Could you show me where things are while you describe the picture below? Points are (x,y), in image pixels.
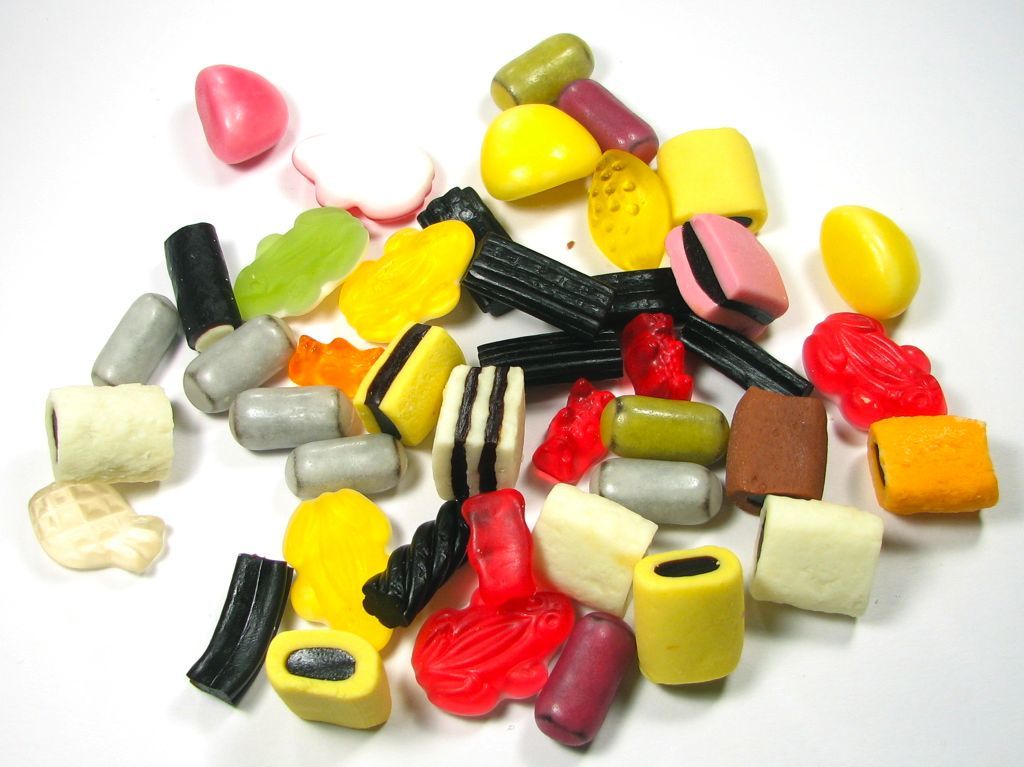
In this picture we can see some candies (165,340) on the white object (262,481).
